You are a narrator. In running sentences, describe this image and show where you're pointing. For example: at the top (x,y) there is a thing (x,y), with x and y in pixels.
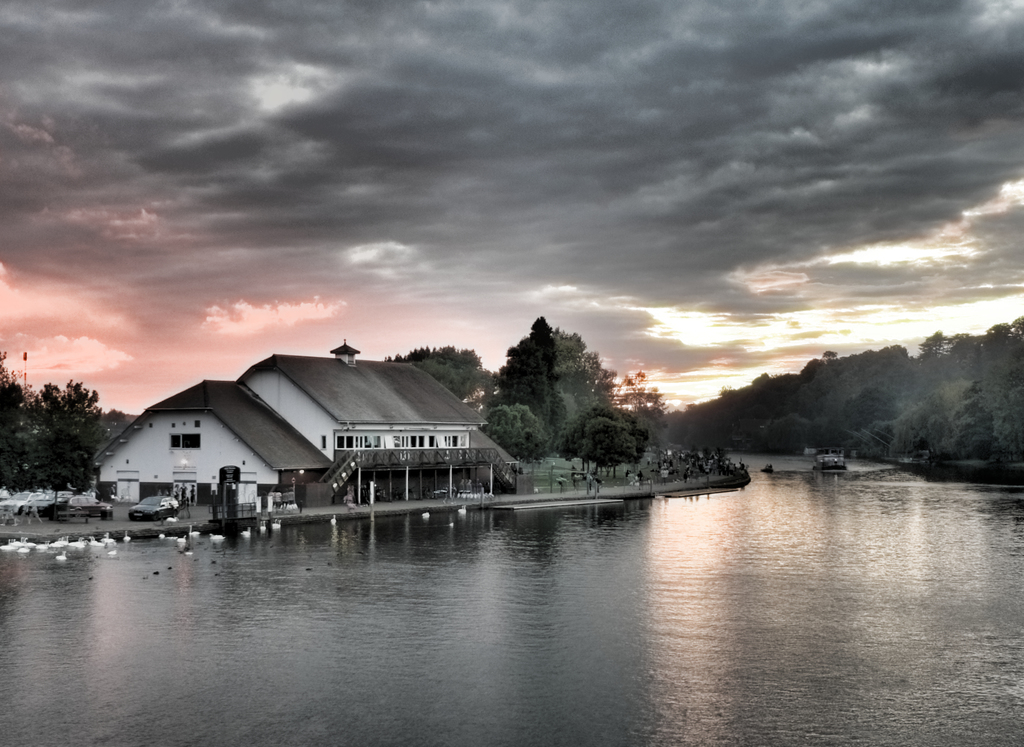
This picture is clicked outside. In the foreground (263,627) we can see a water body (484,613) and we can see the birds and the boats (837,455) in the water body (825,533). On the left (289,447) we can see the house (344,493) and we can see the stairs (341,483), railing (410,457), metal rods (375,472), lights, vehicles (148,503), group of people (702,464) and many other objects (237,480). In the background (450,215) we can see the sky (528,235) which is full of clouds (545,210) and we can see the trees (641,392), plants (814,422) and some objects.
